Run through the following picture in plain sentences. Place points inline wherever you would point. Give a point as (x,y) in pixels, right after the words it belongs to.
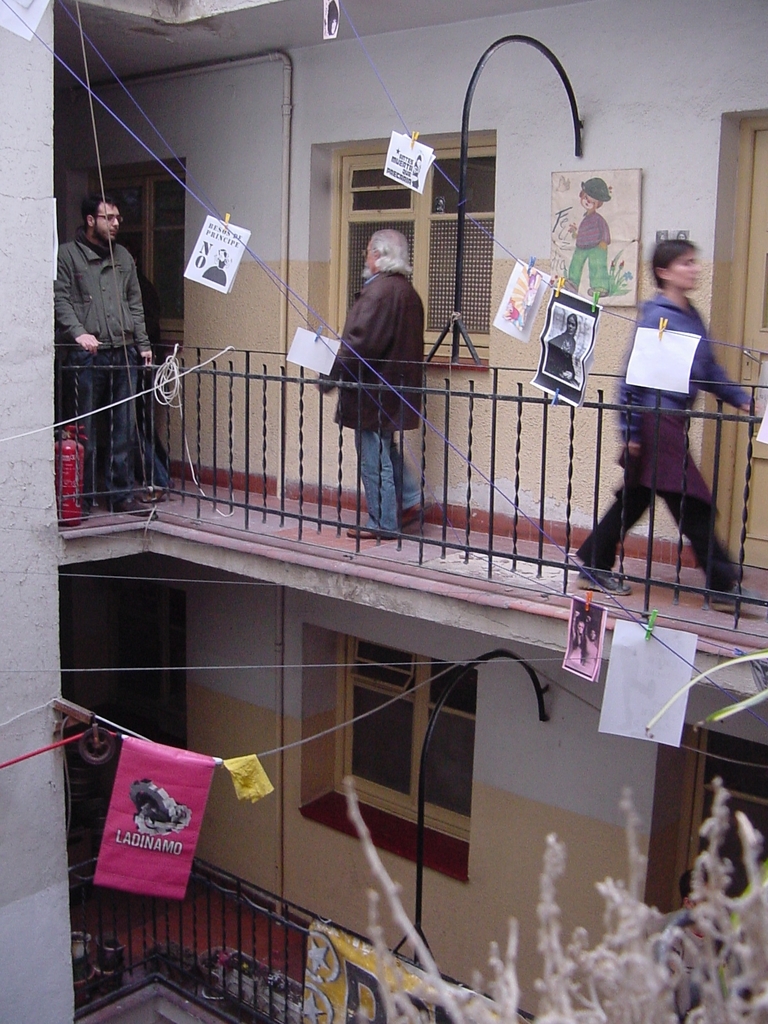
In the image we can see there are people (624,414) walking and some of them are standing, they are wearing clothes (416,406). We can see fence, poster (169,770), window (435,145) and the door (744,306). We can see tree branches (561,958).
